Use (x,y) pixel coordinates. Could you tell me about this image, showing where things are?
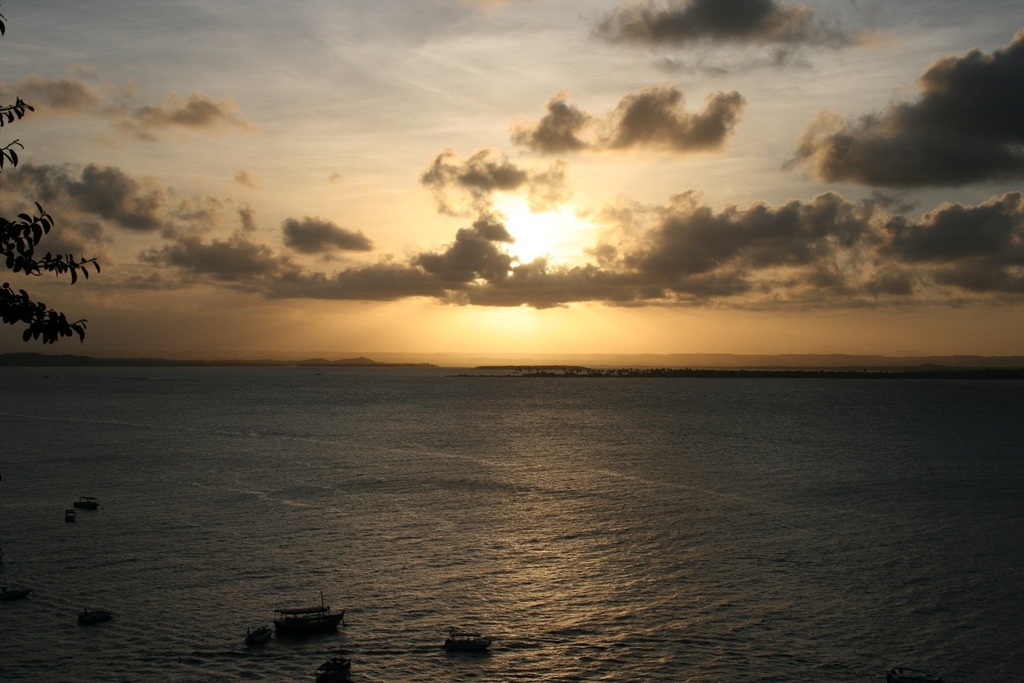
There are boats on the water (326,515). On the left (81,333) there are branches (16,305) of a plant (64,320). In the background (378,346) there are mountains (242,363) and clouds (131,229) in the sky (464,235).
